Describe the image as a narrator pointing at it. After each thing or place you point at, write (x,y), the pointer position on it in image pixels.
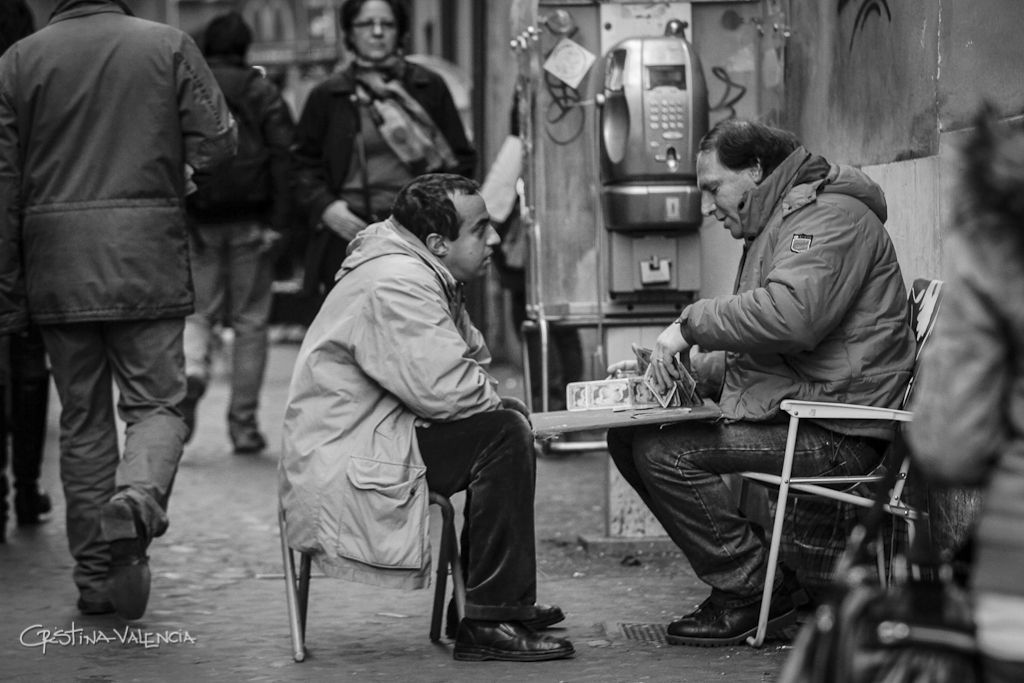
It is a black and white picture. In this image, we can see few people (376,550). Few people (93,363) are walking on the walkway (227,510). Here we can see two people (644,477) are sitting on the chairs (885,413). Here a person (759,335) holding some cards (648,389). Background (556,111) we can see wall (561,201), wires (571,115) and few objects (509,145). On the right side of the image (989,262), we can see the blur view. Left side (68,638) bottom corner, there is a watermark (95,638) in the image.
